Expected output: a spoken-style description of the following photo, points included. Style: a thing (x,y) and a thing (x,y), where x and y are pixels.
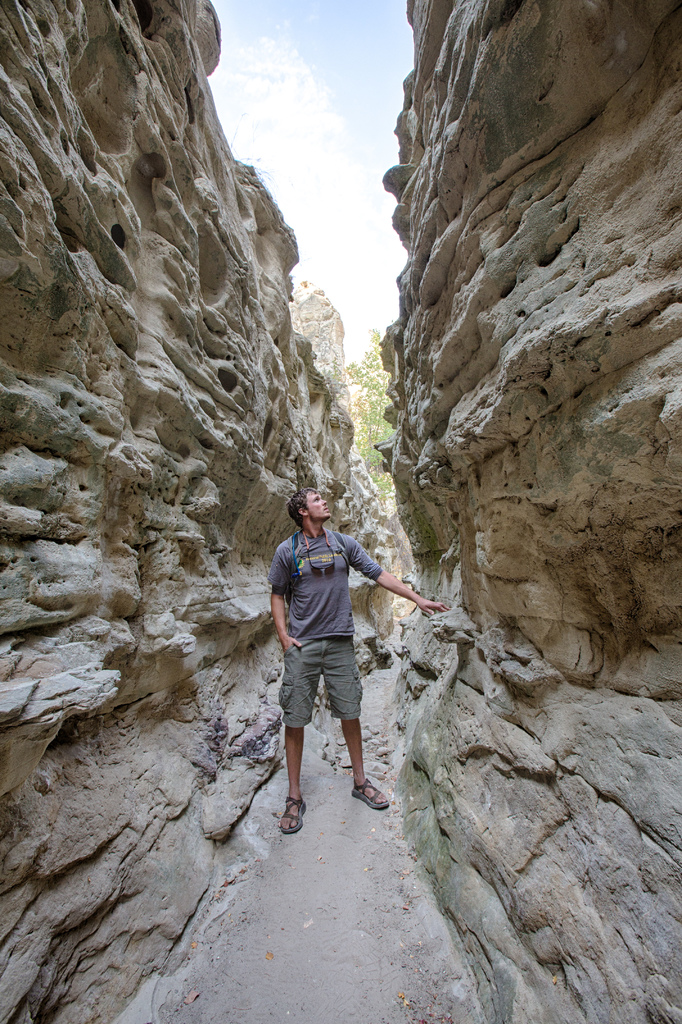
In the center of the picture (332,633) there is a person (340,629) standing. On the left (97,426) it is rock (251,313). On the right (517,437) it is rock (409,424). In the background (368,415) there is a tree (374,403).
